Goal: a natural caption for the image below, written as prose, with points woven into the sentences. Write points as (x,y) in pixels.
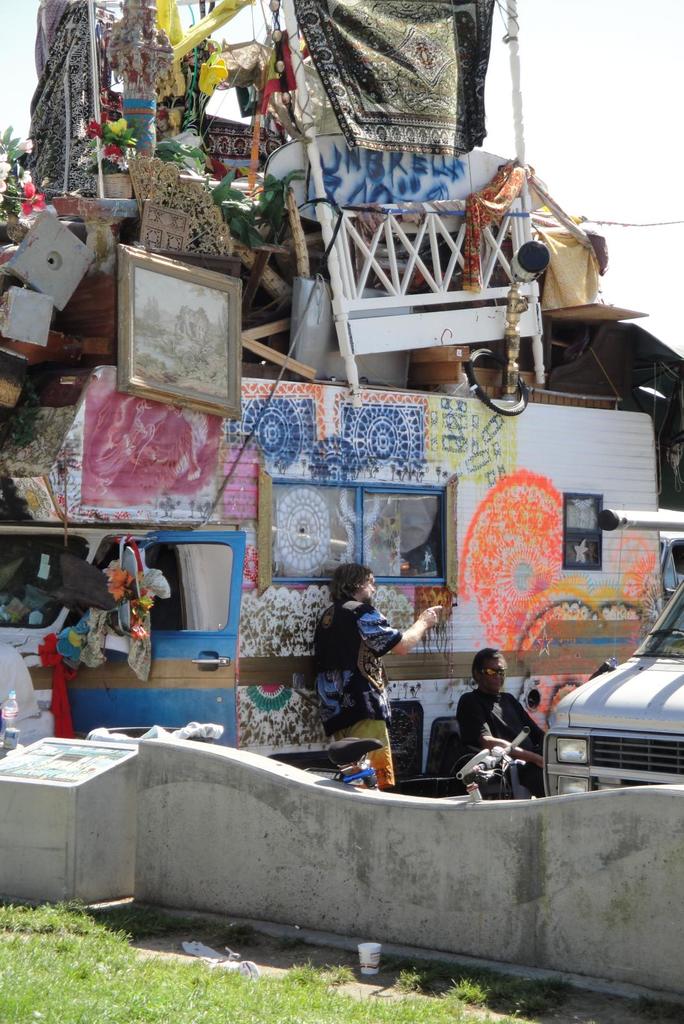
This picture is clicked outside. In the foreground (111,958) we can see the green grass (302,1003) and some objects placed on the ground (22,969). On the right corner (578,720) we can see a vehicle (595,746) and a person (501,716) sitting and another person (373,718) standing. On the left (124,426) we can see a vehicle (249,470) containing metal rods (317,189), picture frame (219,348), flowers (127,147) and many other objects (355,276). In the background (669,47) we can see the sky (583,105).
